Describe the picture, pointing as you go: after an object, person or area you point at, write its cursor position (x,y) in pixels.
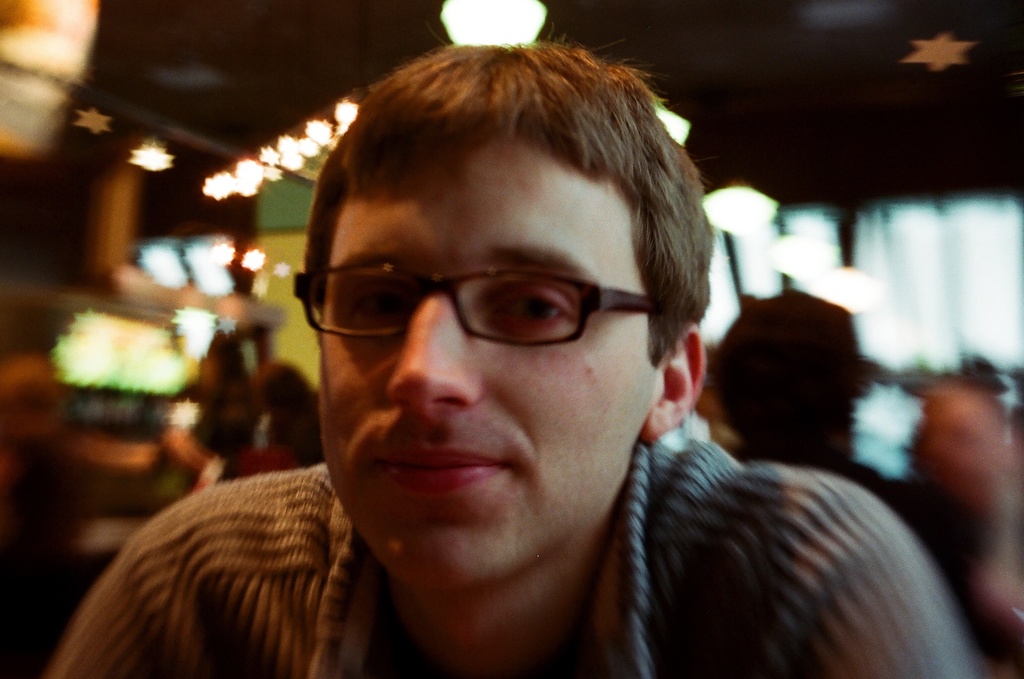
In this picture, we can see a person (701,477) highlighted, and we can see the blurred background (818,398) with few people (808,385), the roof (286,103) with lights (287,143), and we can see some objects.
